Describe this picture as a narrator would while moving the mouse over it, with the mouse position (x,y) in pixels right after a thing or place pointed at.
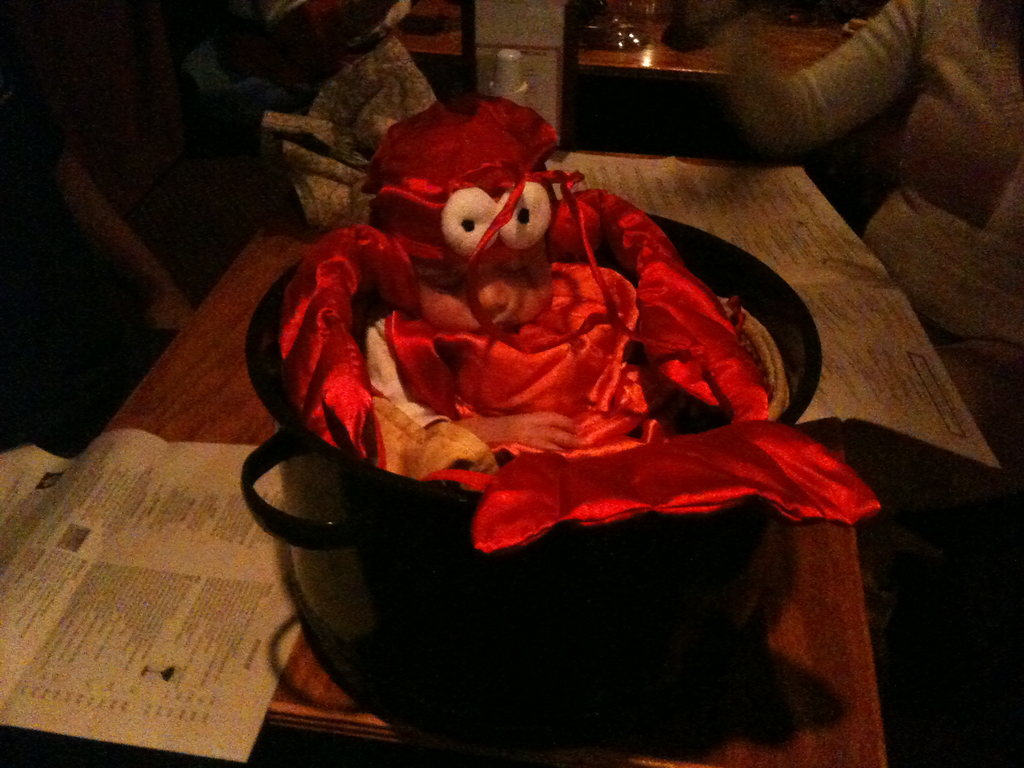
In this image we can see there is a baby (516,395) in the bowl (344,472), which is placed on the table (809,578) and there are papers (737,219) and some other objects (360,95) on it. In front of the table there is another person (961,85).
